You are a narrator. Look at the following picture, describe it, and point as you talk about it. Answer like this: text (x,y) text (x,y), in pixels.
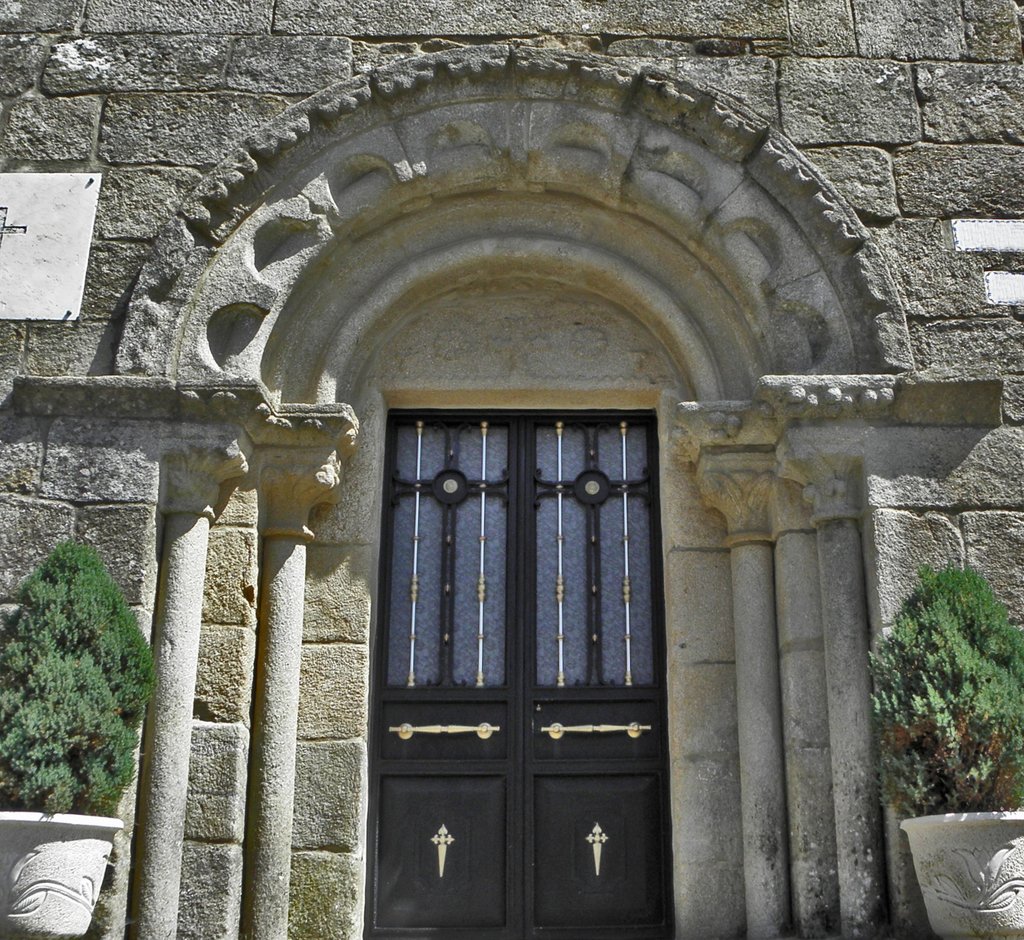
In this image we can see the wooden door (507,702), stone wall (628,3) and flower pots (71,854) on the either side of the image.
